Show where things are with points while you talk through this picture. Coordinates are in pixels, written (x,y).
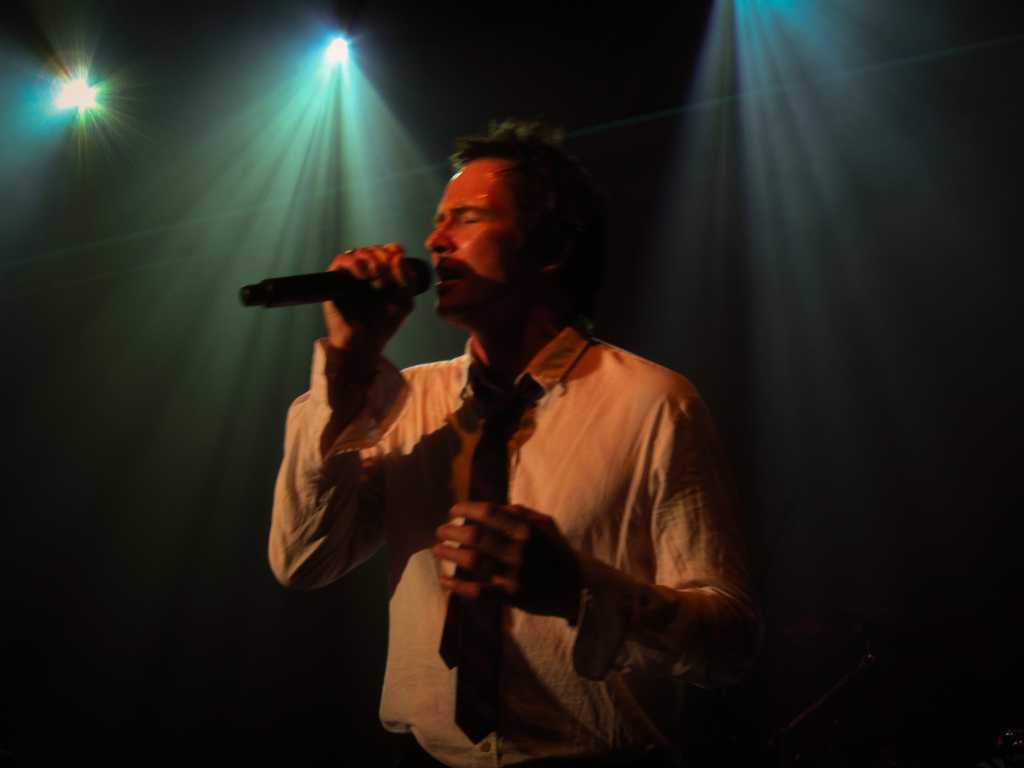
Here a man (518,391) is singing on mic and he is wearing tie (479,625) on him behind him there are lights (95,93).
